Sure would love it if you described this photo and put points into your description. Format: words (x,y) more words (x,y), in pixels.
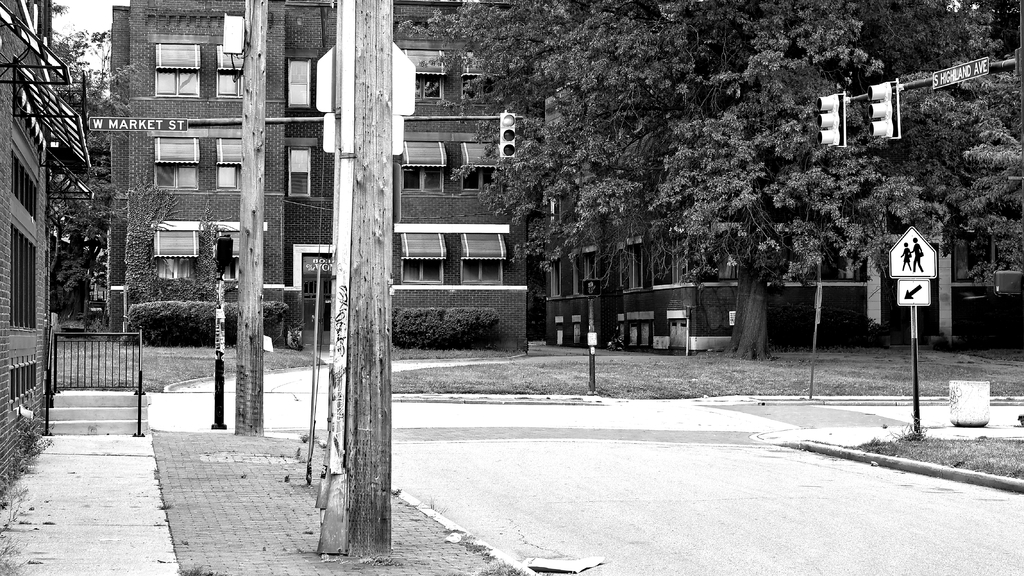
This is a black and white image. On the right side of the image (889,105) we can see traffic signal (832,118), sign board (904,256) and road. On the left side of the image (101,264) we can see house (20,141), trees (71,239) and traffic signal (230,267). In the background (186,270) we can see trees (625,70), buildings (213,74) and sky (79,21).
